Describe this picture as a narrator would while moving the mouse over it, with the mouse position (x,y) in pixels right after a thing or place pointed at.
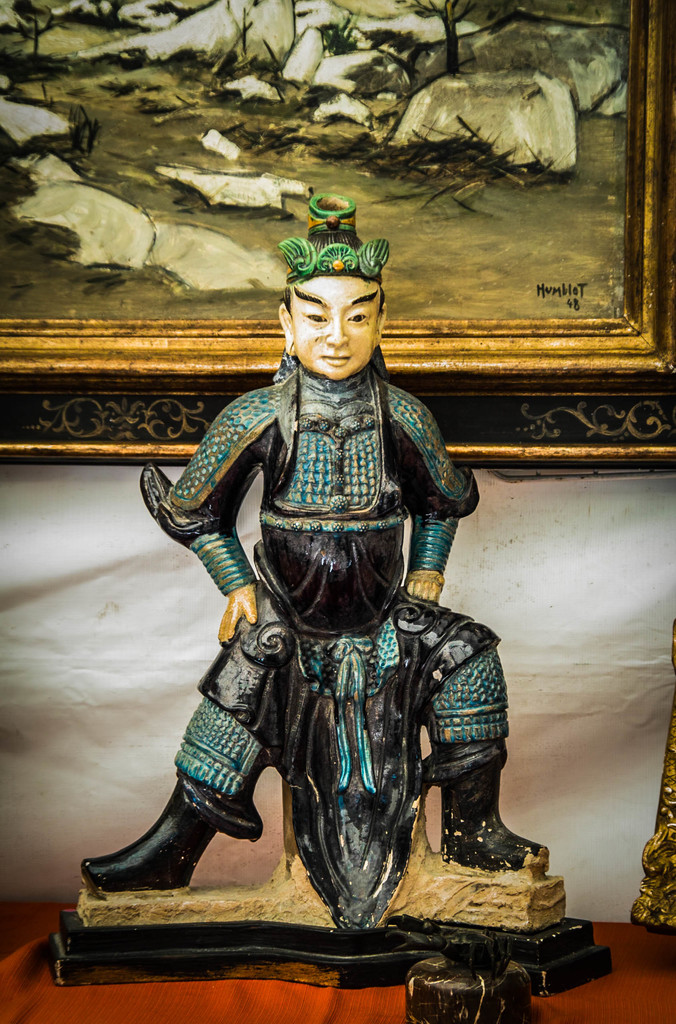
In this image we can see sculpture (280,656) on a cloth (301,1020). In the background (453,371) we can see a frame (431,389) on the wall (581,770) and on the right side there is an object (656,874).
